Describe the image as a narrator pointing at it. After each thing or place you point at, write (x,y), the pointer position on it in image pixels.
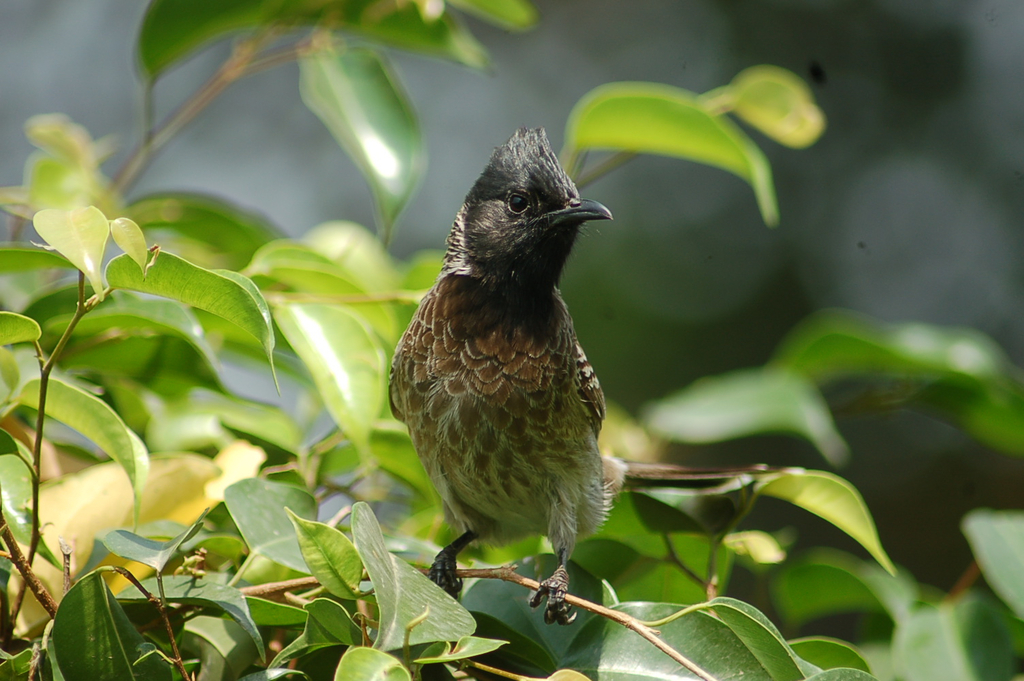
In this image I can see number of green colour leaves (363,376) and in the front (439,455) I can see a bird (453,473). I can see the colour of the bird (473,385) is brown, black and white. I can also see this image is little bit blurry.
